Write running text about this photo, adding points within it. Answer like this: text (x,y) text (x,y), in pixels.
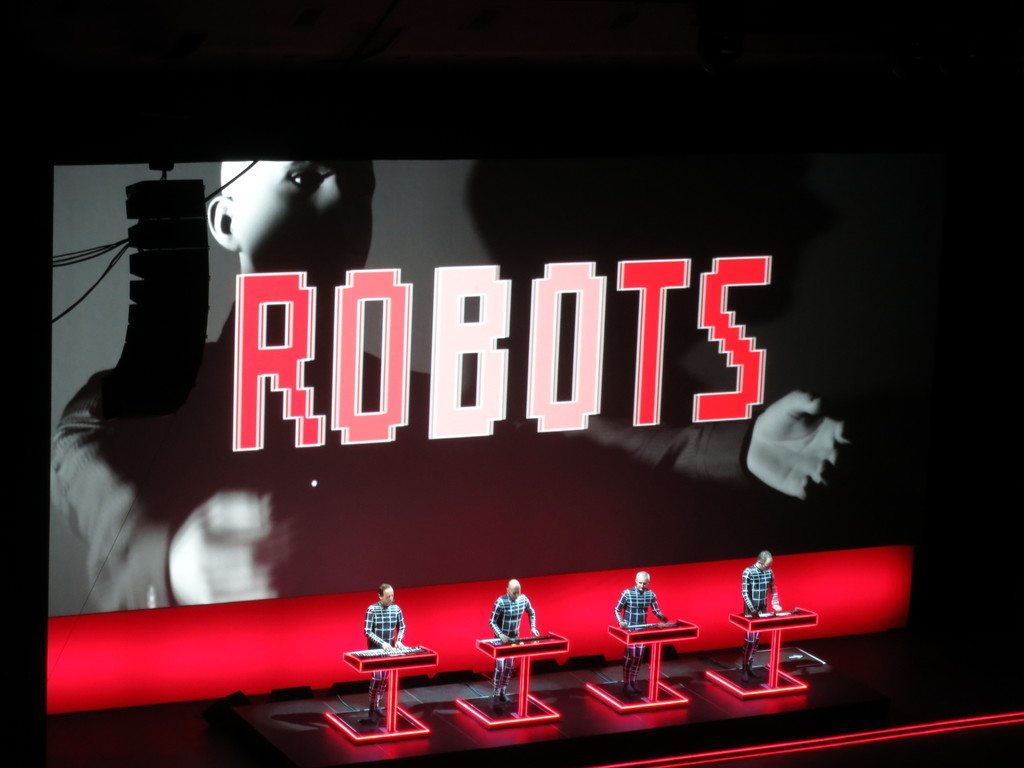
At the bottom of the picture (388,598), we see four men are standing. In front of them, we see the podiums (791,689) which are in red and black color. They might be standing on the stage (565,680). Behind them, we see a projector screen (129,543) which is displaying the text (383,363) and the robot (494,489). Beside that, we see a black color object (169,374). In the background (426,121), it is black in color.
